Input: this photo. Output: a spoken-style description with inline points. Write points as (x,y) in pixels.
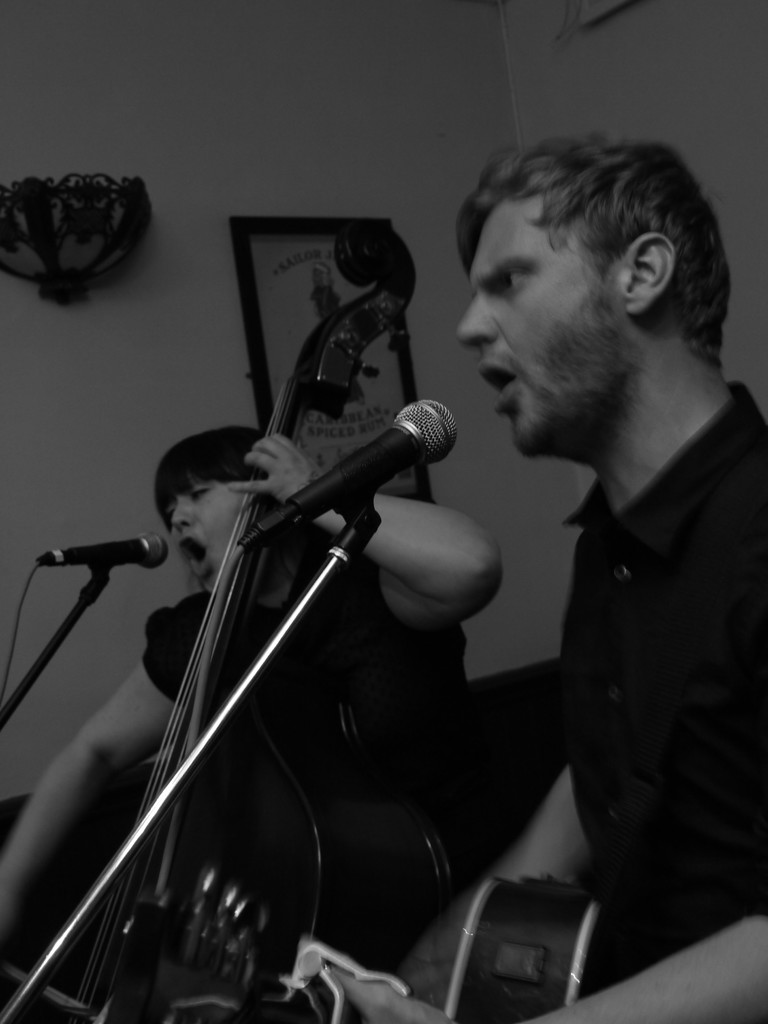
In this image, we can see two people (393,773) are playing a musical instruments (334,899) in-front of microphone (381,466). Here we can see stands (32,670), wire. At the background (138,407), we can see wall (334,175), photo frame (247,276) and some hanging (65,246).
